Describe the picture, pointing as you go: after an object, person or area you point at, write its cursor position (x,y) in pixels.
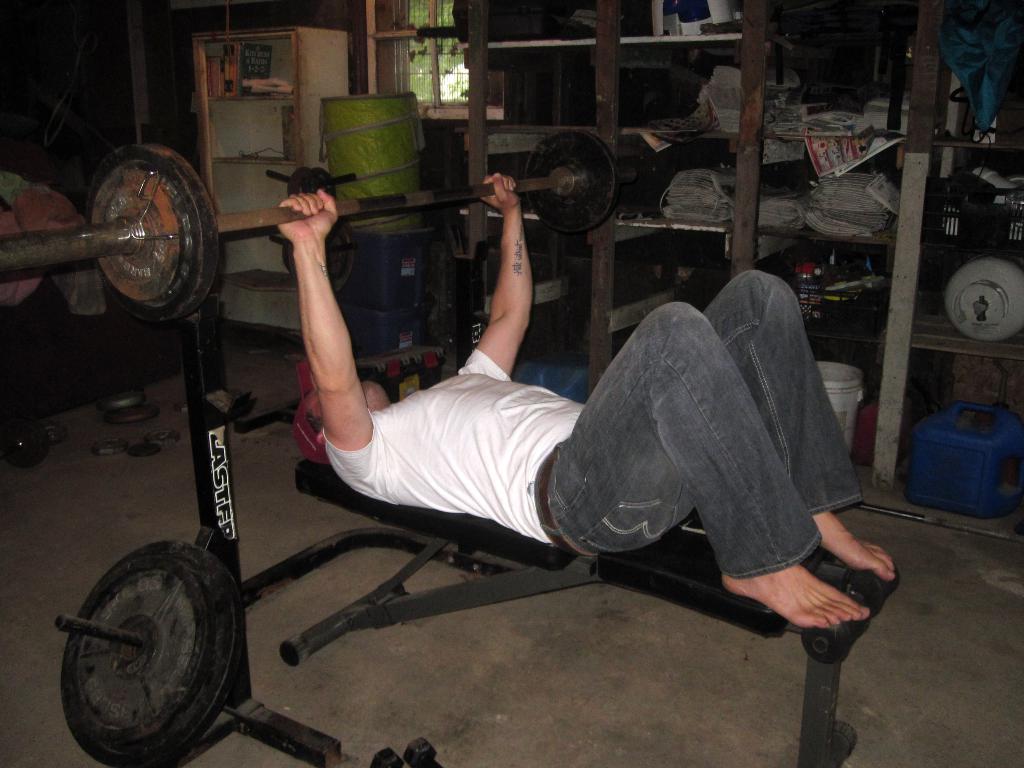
In this image we can see a person (394,454) doing exercise on the machine (618,560) which is placed on the floor (526,652). In addition to this we can see objects (819,202) that are placed in the cup boards (638,211), windows (439,59) and trees (425,58).
